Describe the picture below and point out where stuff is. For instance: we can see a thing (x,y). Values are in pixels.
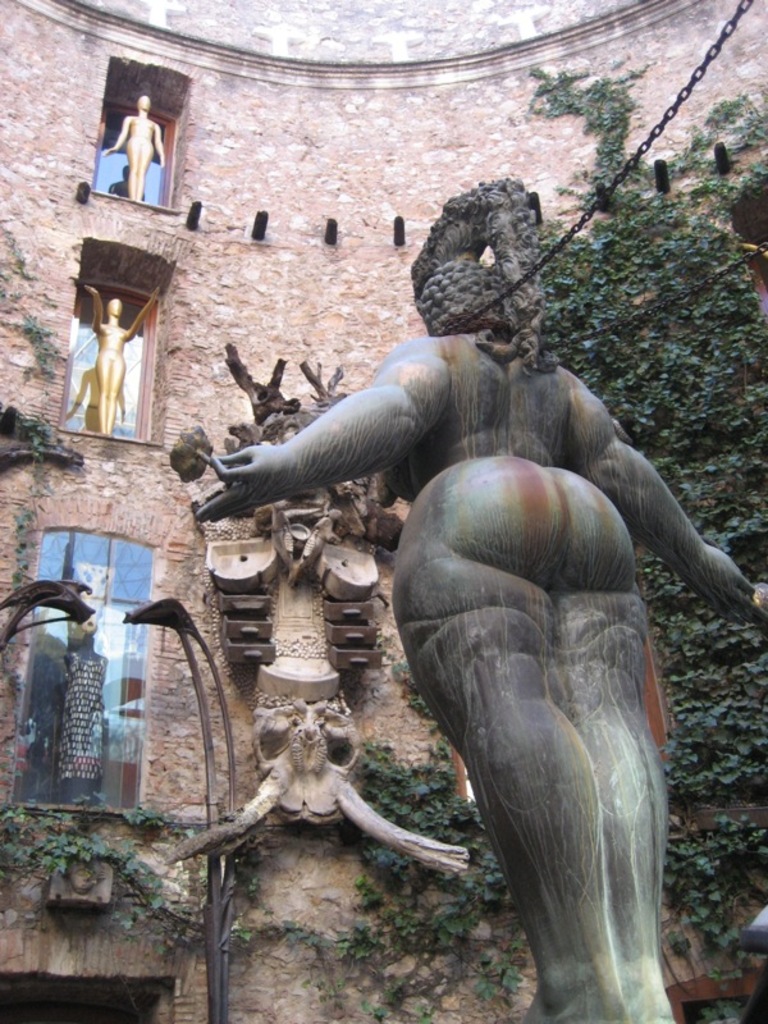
In this image I can see a sculpture (446,652), behind that there is a building (82,45) and tree (606,238).
